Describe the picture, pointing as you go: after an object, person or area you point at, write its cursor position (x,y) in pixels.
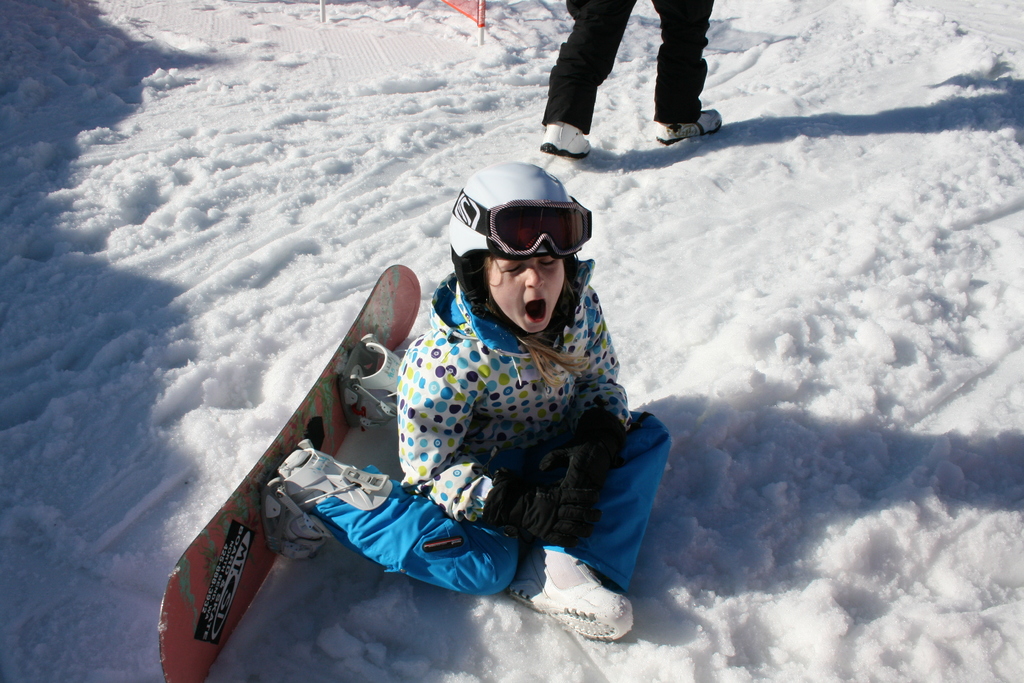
At the bottom of this image (590,492), there is a person (512,164) wearing a gray color helmet (473,245), having a snowboard (409,315) connected to a leg (483,554), shouting and sitting on a snow surface (697,415). In the background (648,12), there is another person (672,20) on the snow surface (562,1).
